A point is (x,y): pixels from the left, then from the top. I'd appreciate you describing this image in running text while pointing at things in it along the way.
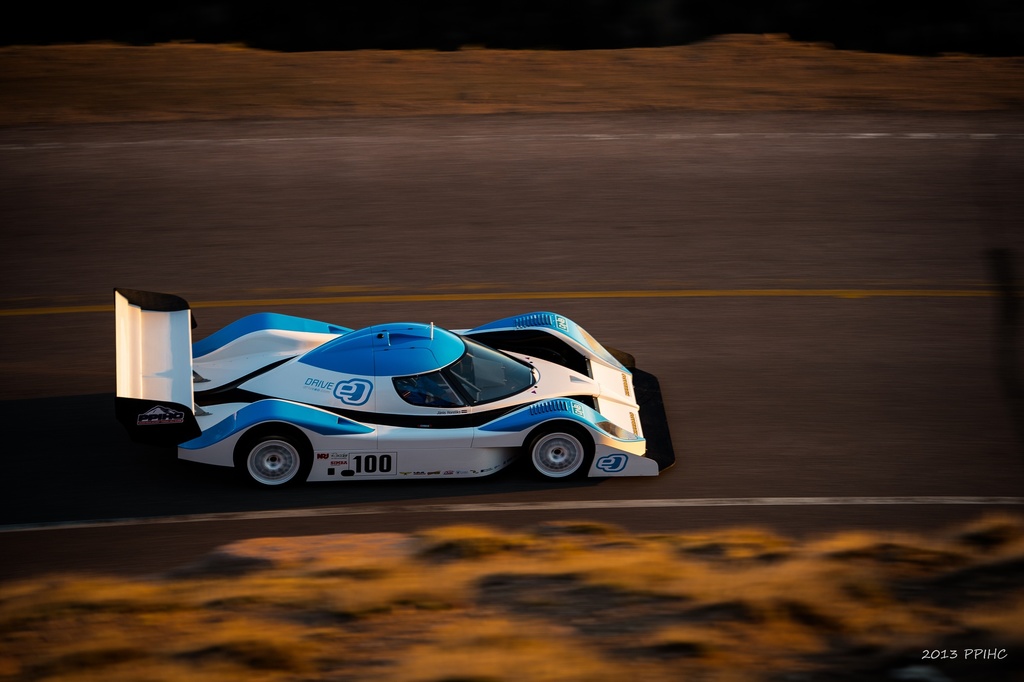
This is an image. In this image we can see a car (410,364) on the road (801,369). On the bottom of the image (1000,650) we can see some text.
